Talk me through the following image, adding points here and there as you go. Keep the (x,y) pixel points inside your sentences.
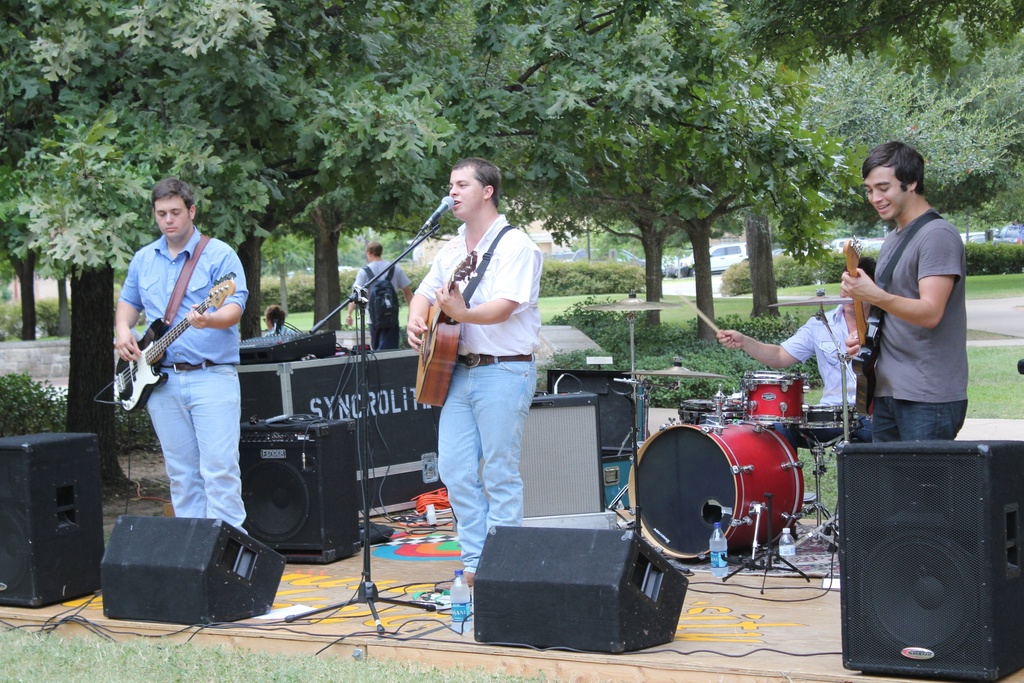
In this image I can see people (489,519) where few of them are holding guitars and one is sitting next to a drum set (763,544). In the background (294,209) I can see number of trees (712,107), vehicles (735,260) and here few speakers (341,513).
